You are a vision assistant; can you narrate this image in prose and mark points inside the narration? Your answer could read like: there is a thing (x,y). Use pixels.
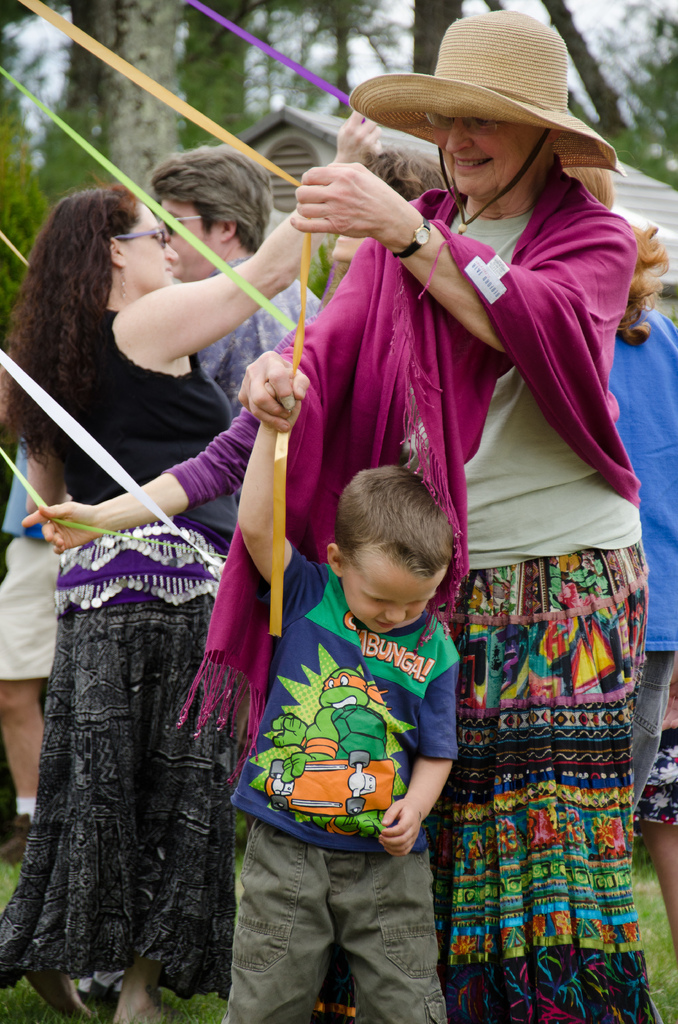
In this picture we can observe a woman (537,445) wearing a cream color hat (492,40) on her head (479,131) and smiling. In front of her there is a boy (309,677) standing, holding an orange color ribbon (278,500). In the background (97,521) there are some people (195,303) standing and holding ribbons (205,245) of different colors. We can observe trees (292,58) and sky (406,25) here.
